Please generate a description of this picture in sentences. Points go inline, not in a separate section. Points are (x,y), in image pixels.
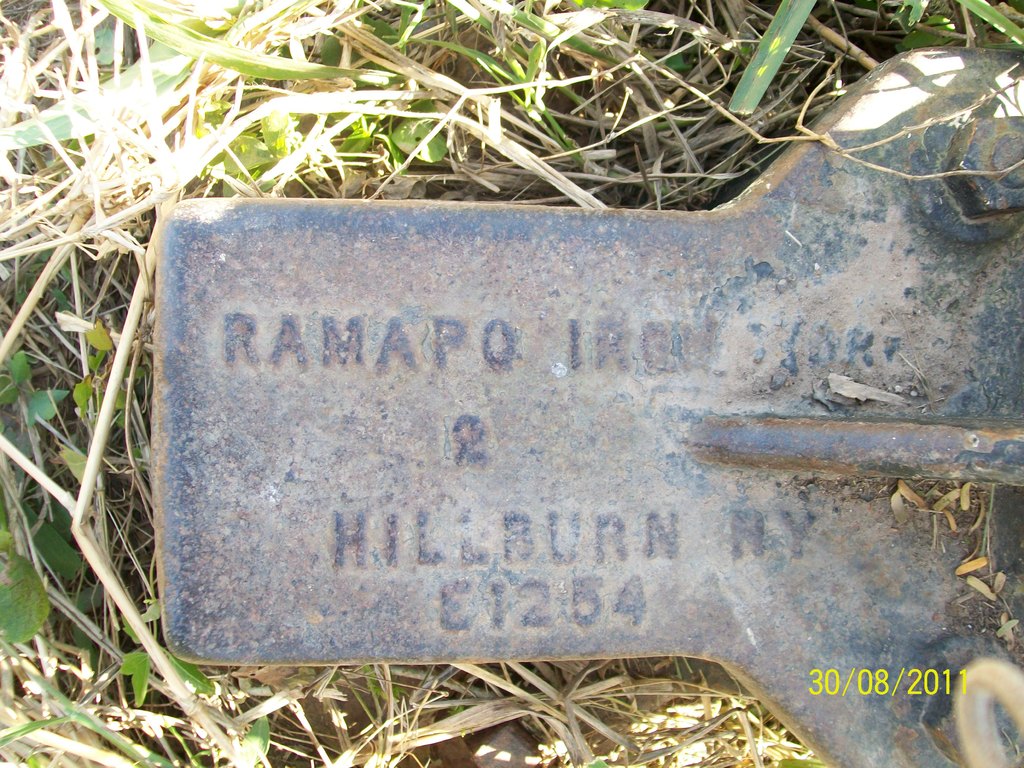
In this image we can see a metal piece (894,382) with some text (527,536) on it. To the right side (1006,162) we can see set of bolts (997,152) and plants (41,596).
